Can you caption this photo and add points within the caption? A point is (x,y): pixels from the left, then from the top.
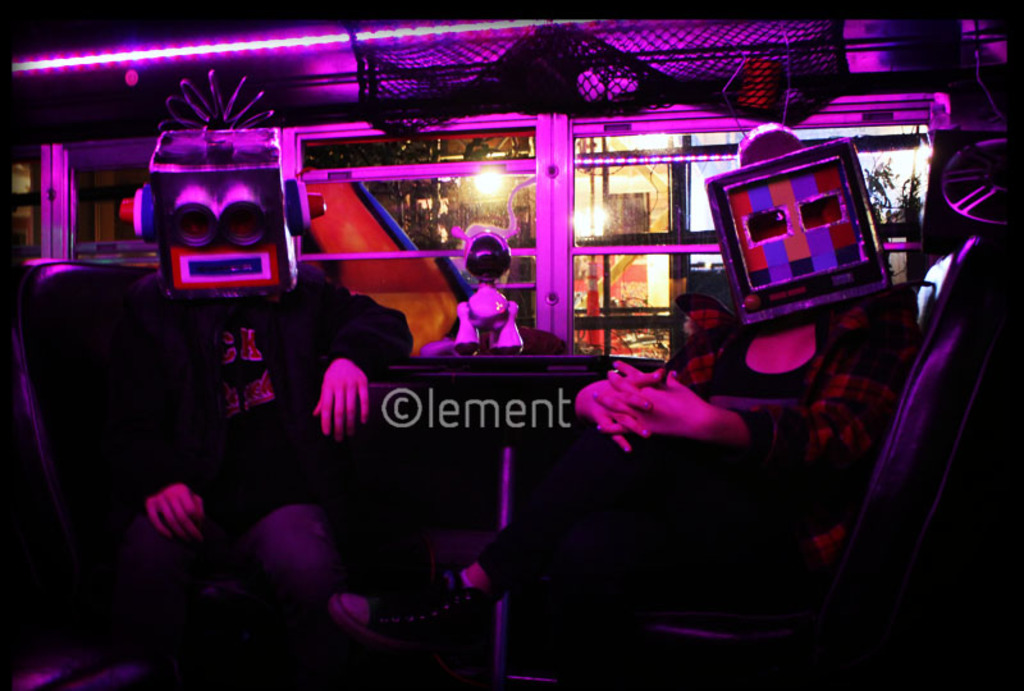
In this picture I can see a few people (364,403) wearing objects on their heads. I can see the toy (511,327) in the center of the image (491,316). I can see glass windows (535,211) in the background (486,199) through which I can see lights (604,222), plants (434,185) and the building (618,209).
